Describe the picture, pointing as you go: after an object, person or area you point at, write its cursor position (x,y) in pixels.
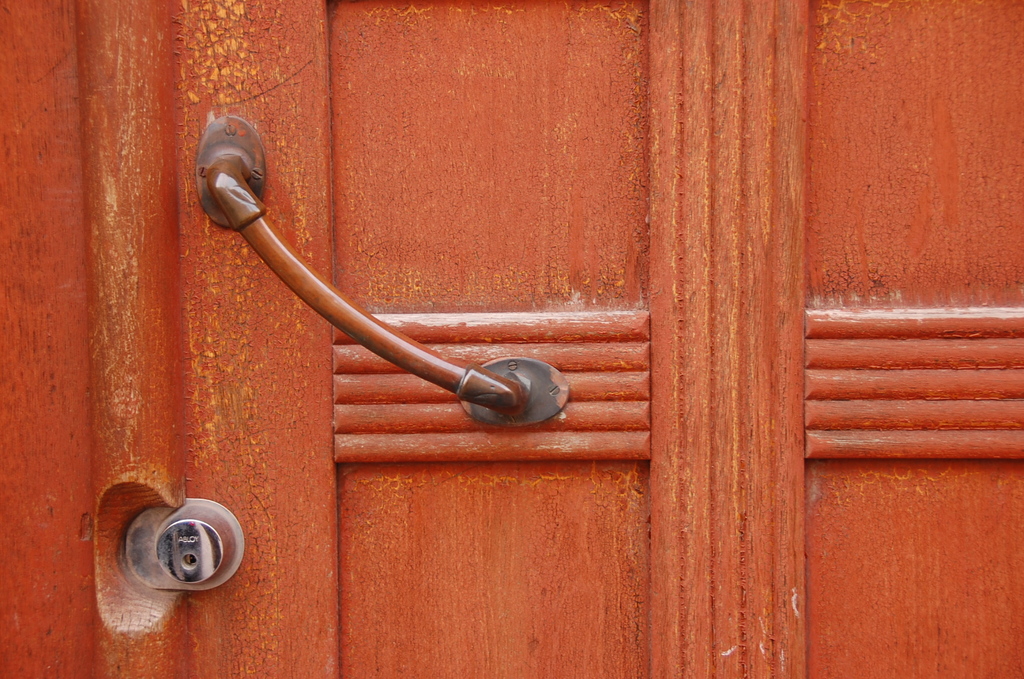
In the picture I can see a door handle (314,292) and some other objects (224,540) attached to a wooden door (456,449).
